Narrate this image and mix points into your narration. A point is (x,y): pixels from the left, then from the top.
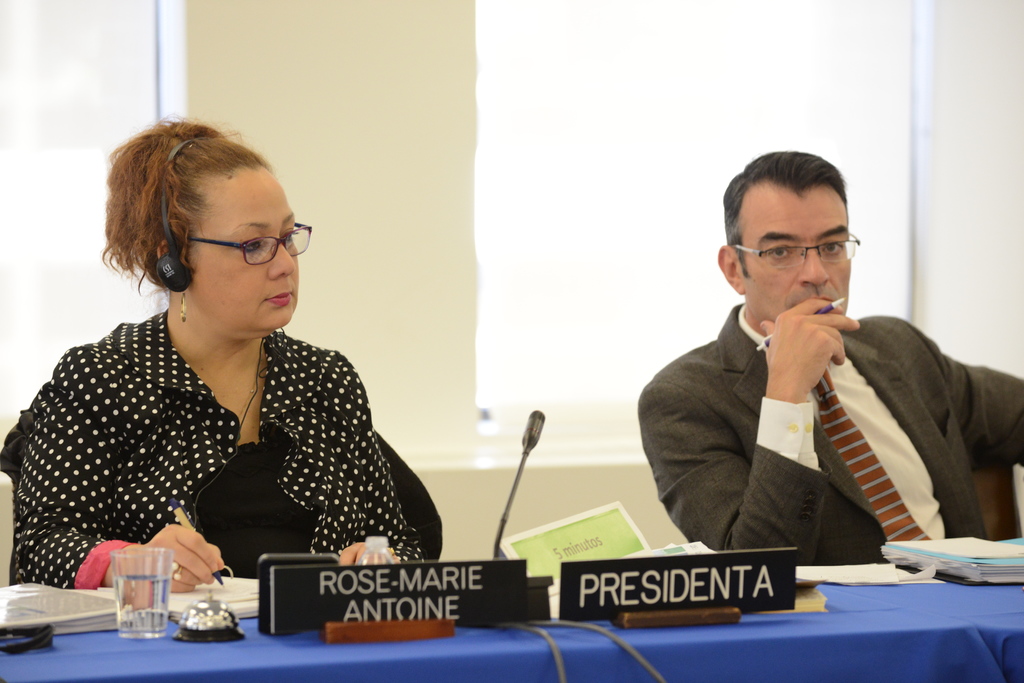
This is the picture in a room (358,90). The two people (692,397) are sitting on a chair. The man (793,377) was sitting in a position of thinking and the man (776,321) is holding a pen (832,306) and beside the man (777,383) there is a woman (157,362) and the woman (200,421) is in black dress (263,487) the woman (154,379) is also holding a pen (182,509) this are the name boards (384,583) this is the table (957,625) covered with blue cloth (897,641) on the table (147,673) there is a water glass (144,598) and the papers (904,576) and the files (66,610), background (375,192) the two people (830,417) there is a wall (440,389) which is in white color and the windows (677,187), and the two persons (772,301) were wearing the spectacles (266,261).
